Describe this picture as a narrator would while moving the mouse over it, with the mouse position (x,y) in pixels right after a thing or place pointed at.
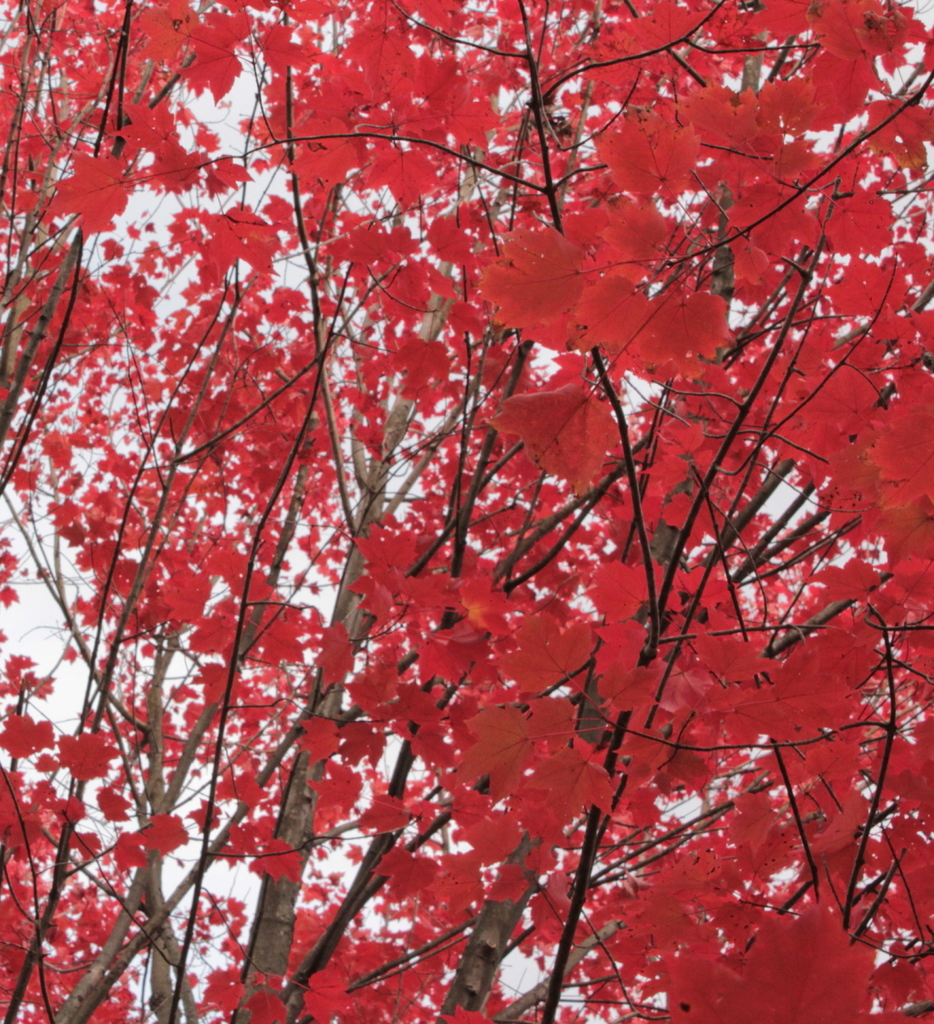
In this image we can see trees (291,468) and sky (363,771).
